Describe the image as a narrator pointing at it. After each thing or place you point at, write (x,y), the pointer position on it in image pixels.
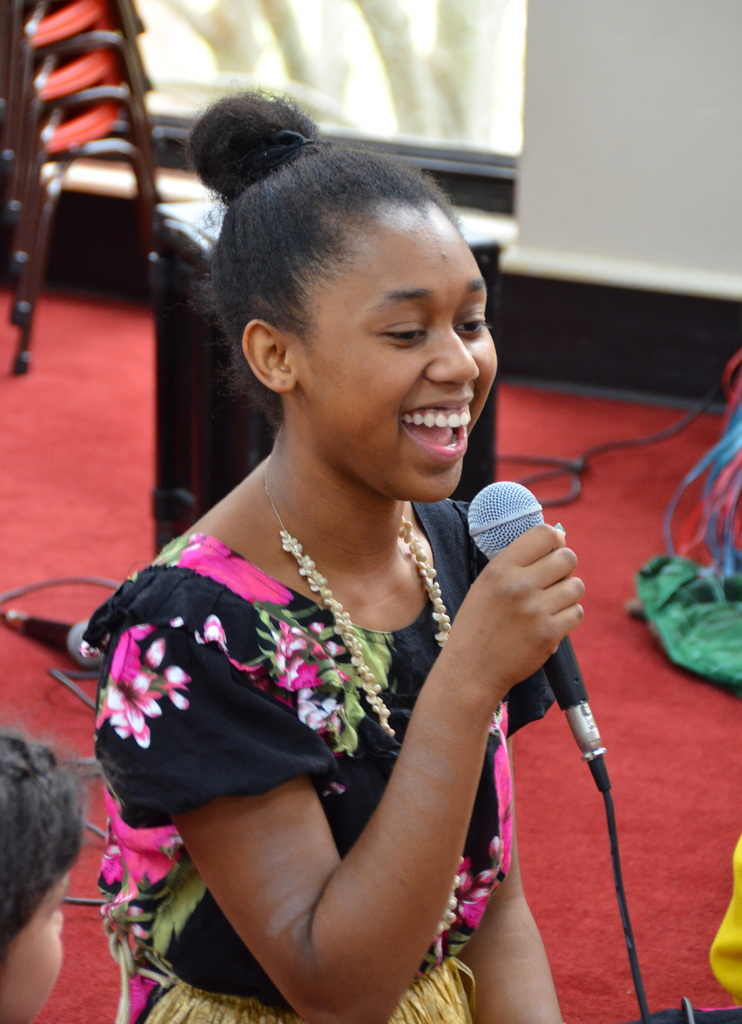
In the image we can see there is a woman (304,534) who is holding mic (486,529) in her hand (527,600).
